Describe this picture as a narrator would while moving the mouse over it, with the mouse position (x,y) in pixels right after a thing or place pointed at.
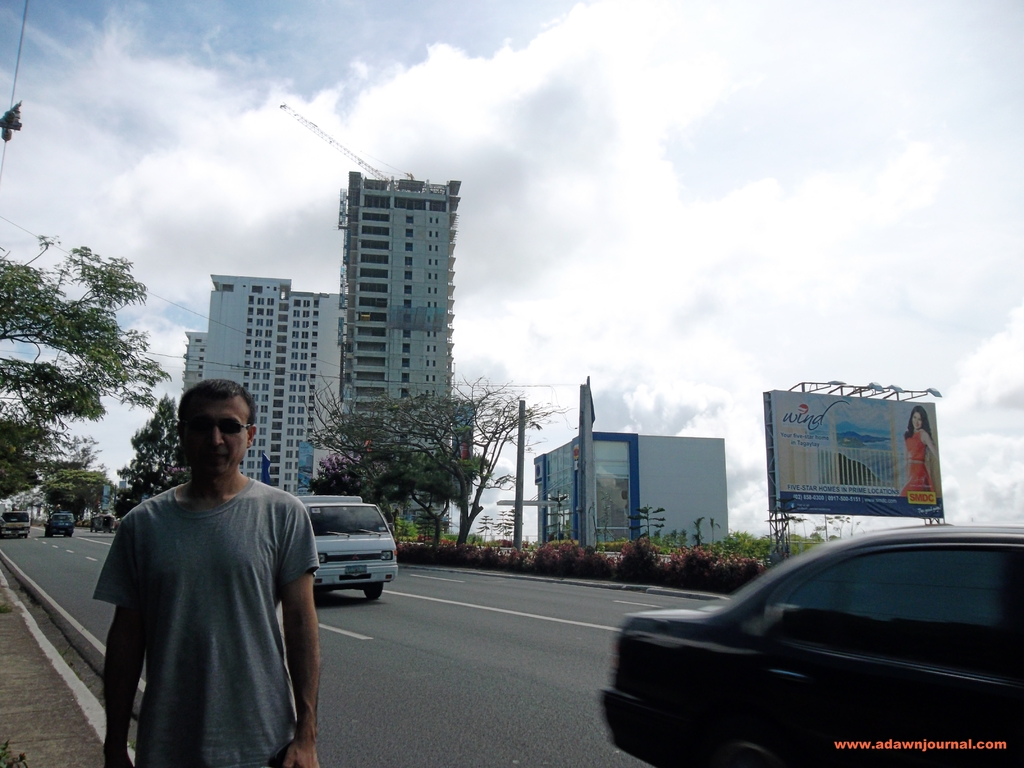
There is a man (167,513) standing and we can see vehicles (941,687) on the road (516,724). We can see plants (742,573), hoarding (852,511), trees (837,518) and wires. In the background (37,249) we can see buildings (686,520) and sky (154,139).
